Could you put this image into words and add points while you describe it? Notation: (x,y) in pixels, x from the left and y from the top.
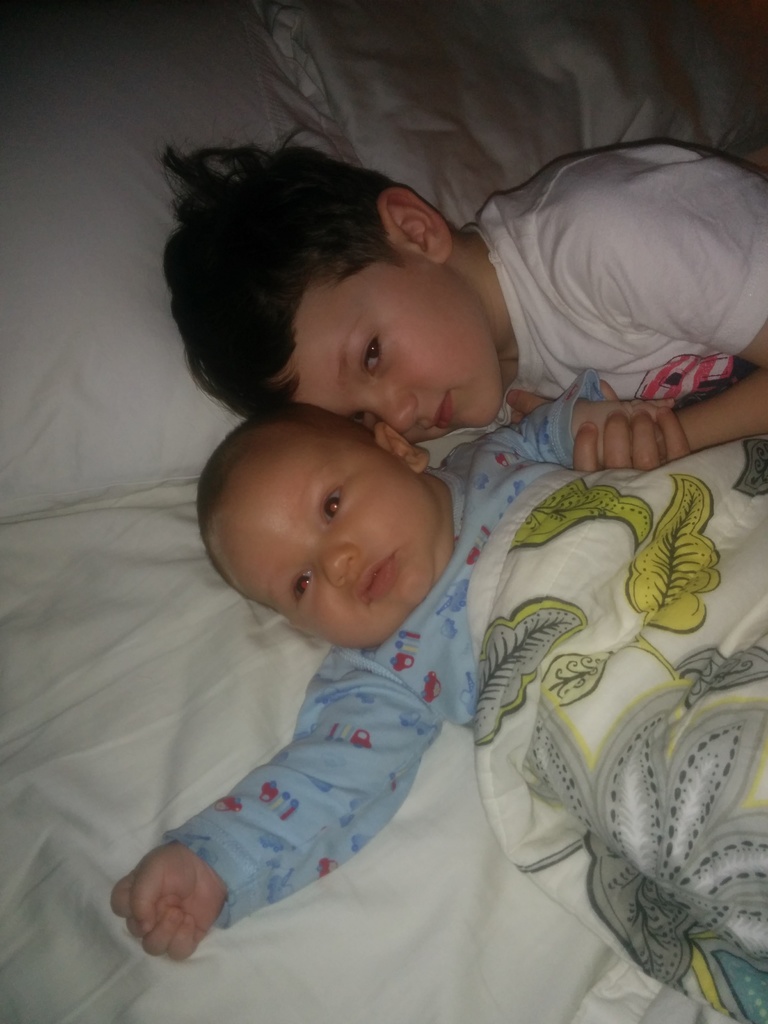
In this picture two children (427,406) are present on the bed (179,615). Where at the left corner (117,441) pillows (64,226) are there and at the right corner (723,286) one boy (712,310) is in white shirt (639,313) in front of him one baby (401,717) is in blue dress (307,824) and a blanket (577,595) is covered on the baby (451,649).
